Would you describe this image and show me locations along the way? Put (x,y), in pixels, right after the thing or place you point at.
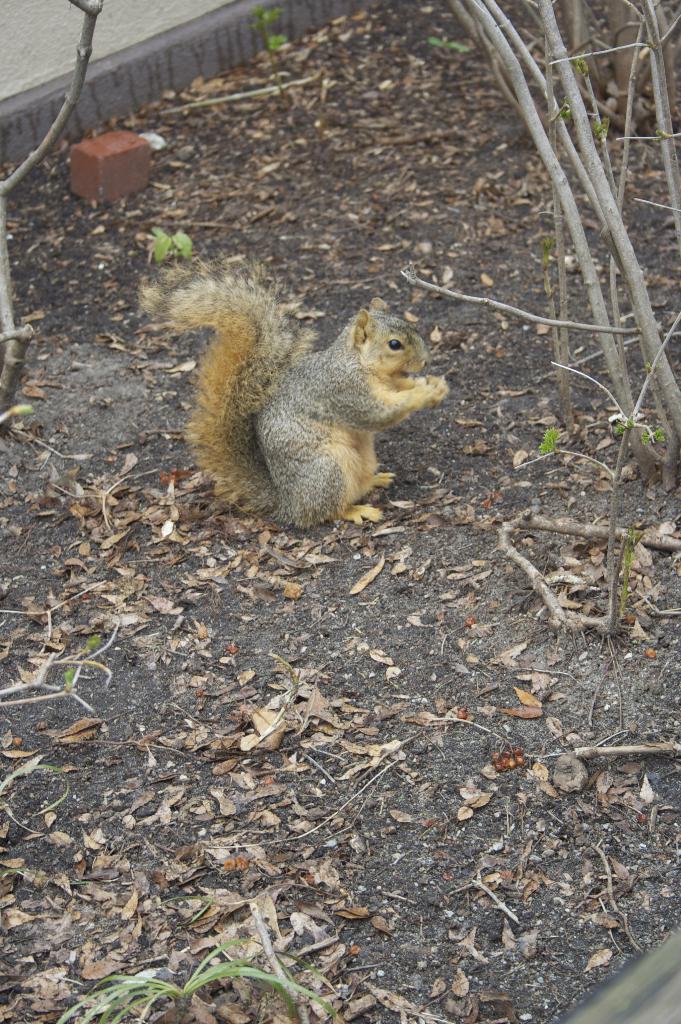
There is a squirrel (327,453) in the center of the image (235,395), there are dry leaves (416,506) and stems (41,149) around the area.
